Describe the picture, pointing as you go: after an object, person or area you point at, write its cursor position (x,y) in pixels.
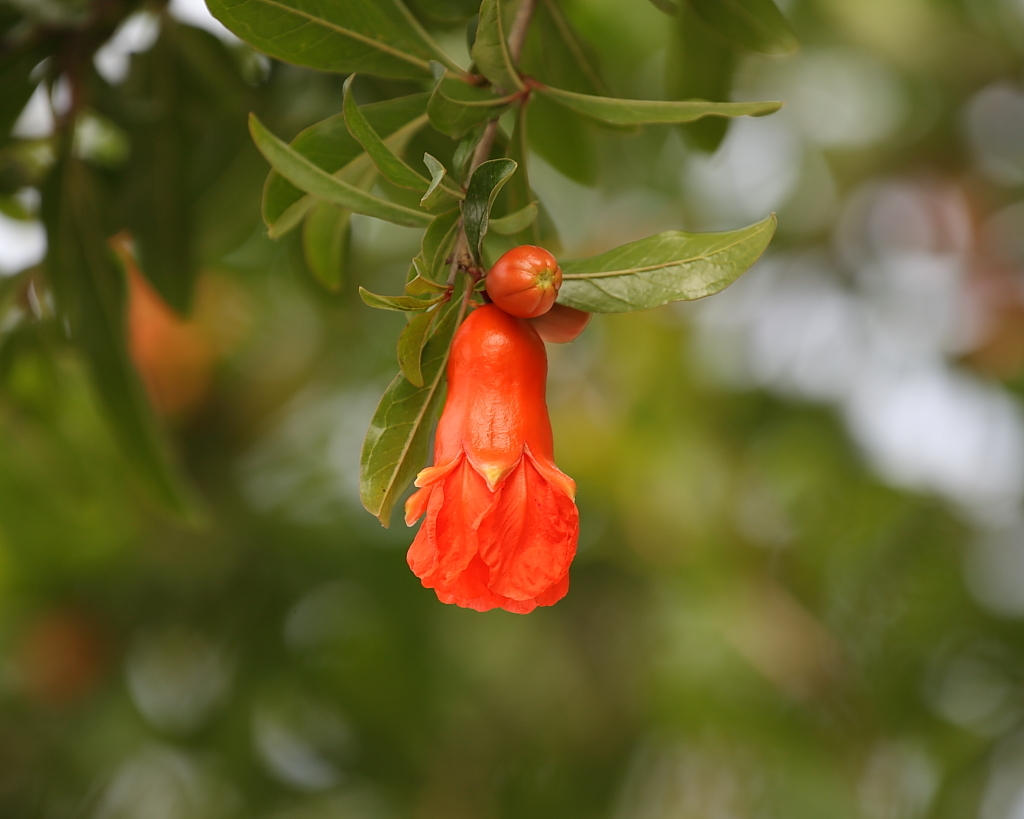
In the picture I can see the branch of a flowering plant (315,58). I can see a flower (501,392), bud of a flower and green leaves (705,20).
